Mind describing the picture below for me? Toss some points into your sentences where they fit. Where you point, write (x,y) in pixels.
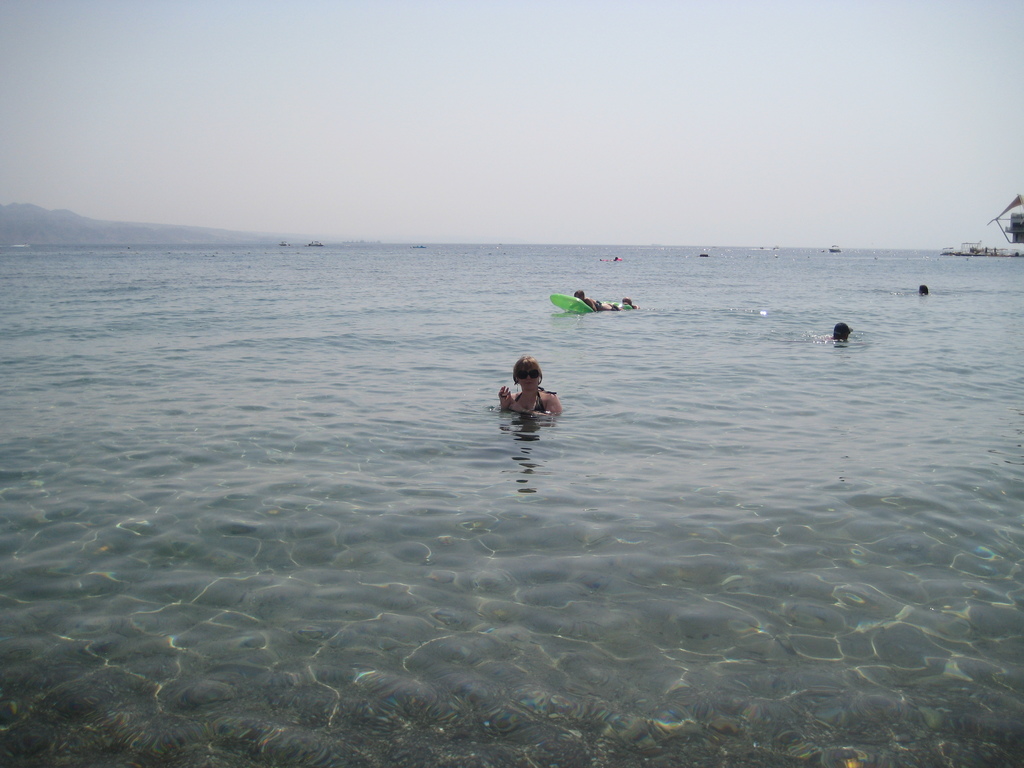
In this picture we can see water (709,436), people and we can see sky (20,166) in the background (515,227).
